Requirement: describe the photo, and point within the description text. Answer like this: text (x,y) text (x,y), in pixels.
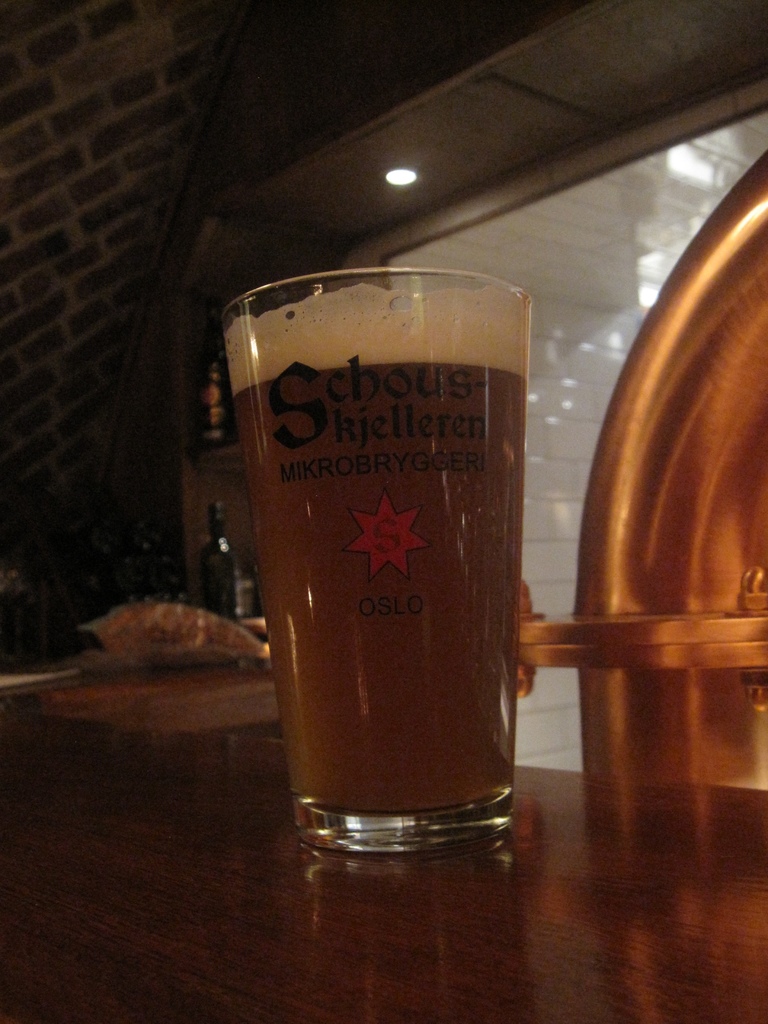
In this image I can see a glass (344,460) contain a drink (340,344) visible on the table (377,873) at the top (319,245) I can see the roof (488,59), wall (170,52) and a light (406,184) visible on the roof (524,141) and I can see a bottle (212,516) kept on the table (137,699) in the middle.
